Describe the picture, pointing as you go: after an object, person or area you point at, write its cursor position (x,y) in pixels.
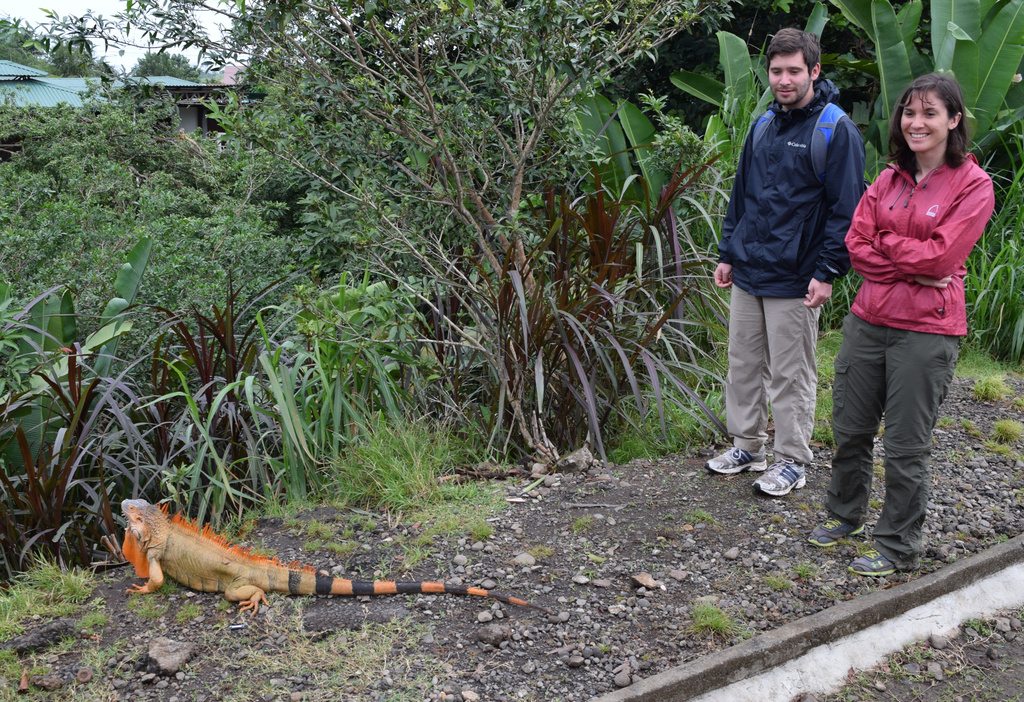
In this picture we can see two people (779,476) and a reptile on the ground (628,622) and in the background (460,363) we can see trees (412,367), shelters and the sky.
